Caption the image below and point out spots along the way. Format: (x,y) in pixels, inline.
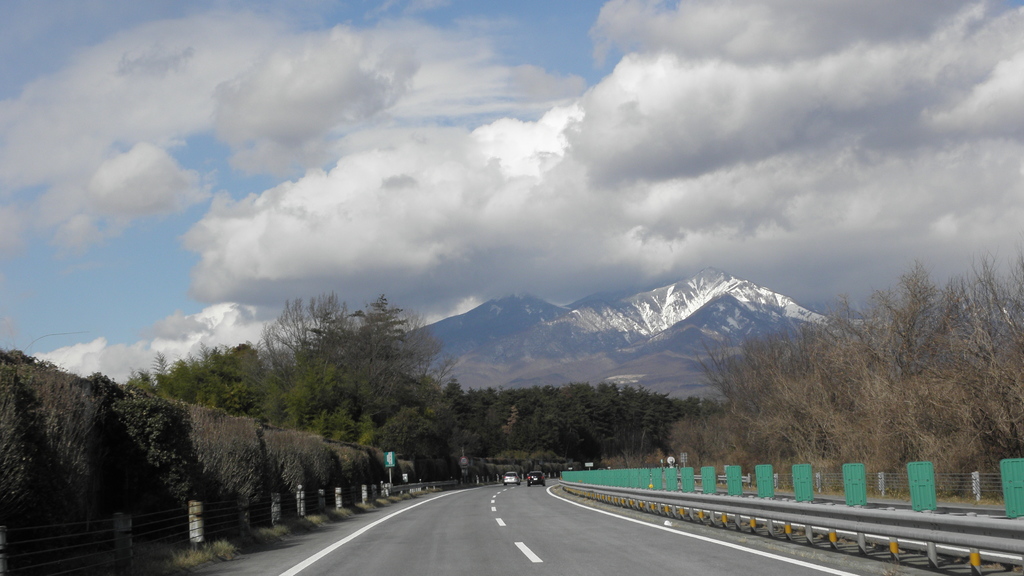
In this image in the middle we can see there is a road (589,523), and there are two cars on the road (548,489), and in the middle (465,327) we can see there is the mountain (751,294) and trees (320,386) on either side of the road (540,507).
